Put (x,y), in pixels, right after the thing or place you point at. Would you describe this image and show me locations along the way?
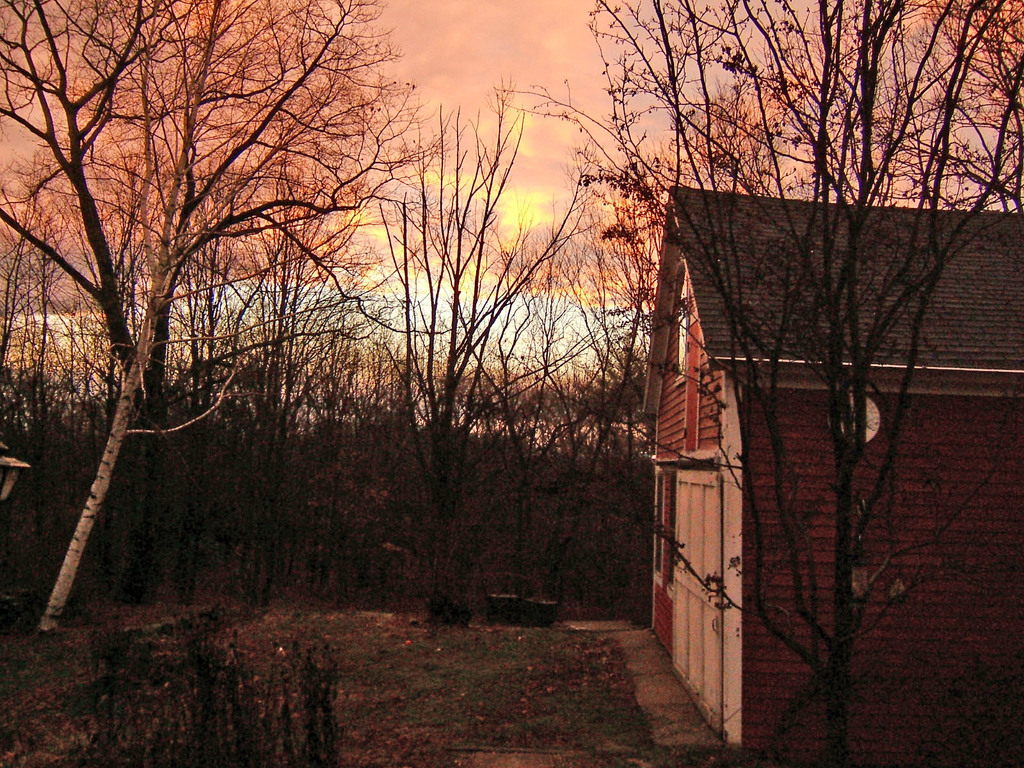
In this image, there are a few trees (454,409), plants (429,511). We can see a house (733,717) and the ground (477,724) with some objects (508,619). We can also see some grass (453,631) and the sky (512,9) with clouds (401,289).
